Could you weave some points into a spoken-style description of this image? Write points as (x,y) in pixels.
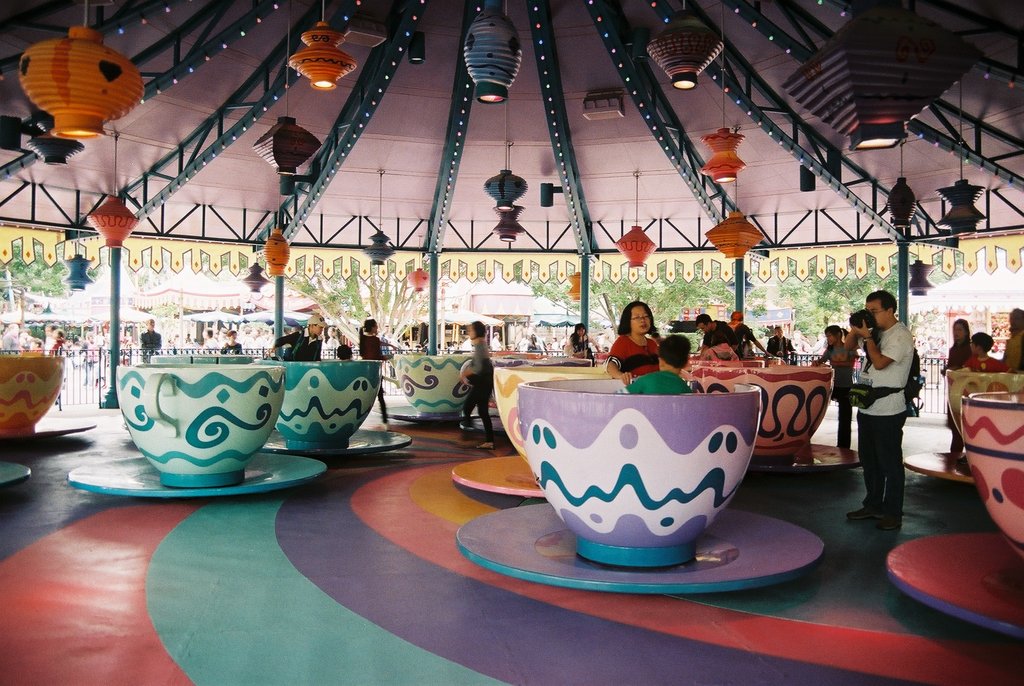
In this image there is an mechanical ride (451,386) called as cup and saucer (506,428), where there are cups (186,431), saucers (921,599), group of people (986,337), paper lanterns (251,282), lights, stalls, trees (355,342).
